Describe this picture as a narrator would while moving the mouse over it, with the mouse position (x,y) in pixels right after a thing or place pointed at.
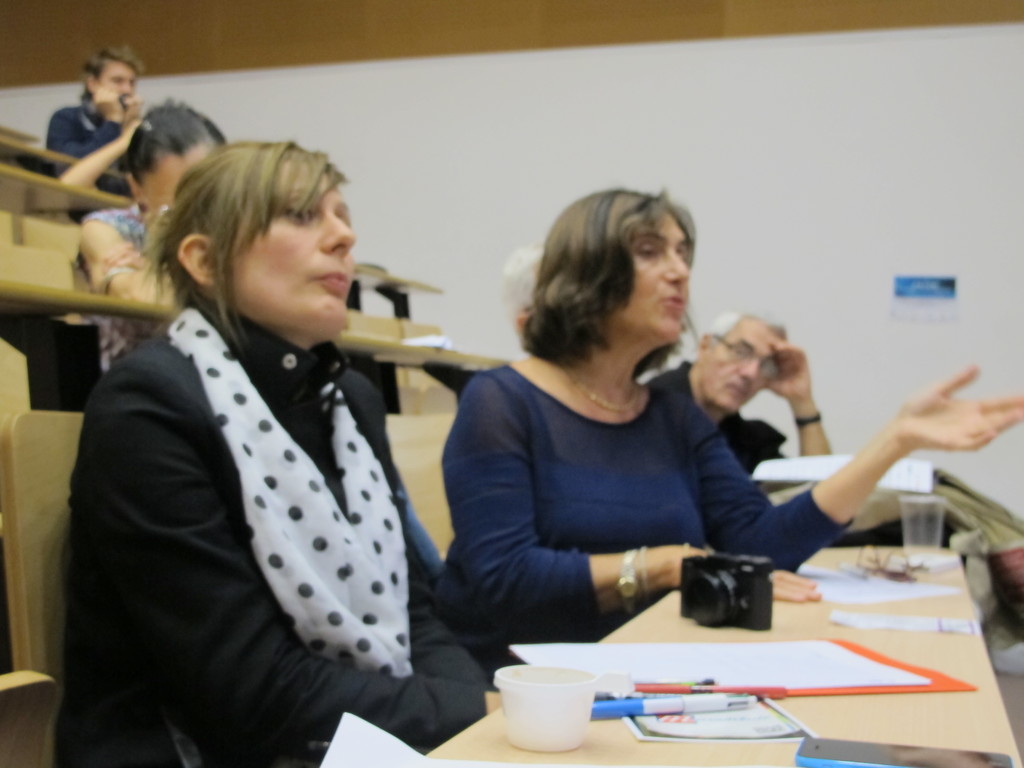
In this image there are group of persons (396,508) who are sitting on the benches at the right side of the image (786,651) there are pens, camera (710,617), papers (859,665) on the top of the table (859,707).
